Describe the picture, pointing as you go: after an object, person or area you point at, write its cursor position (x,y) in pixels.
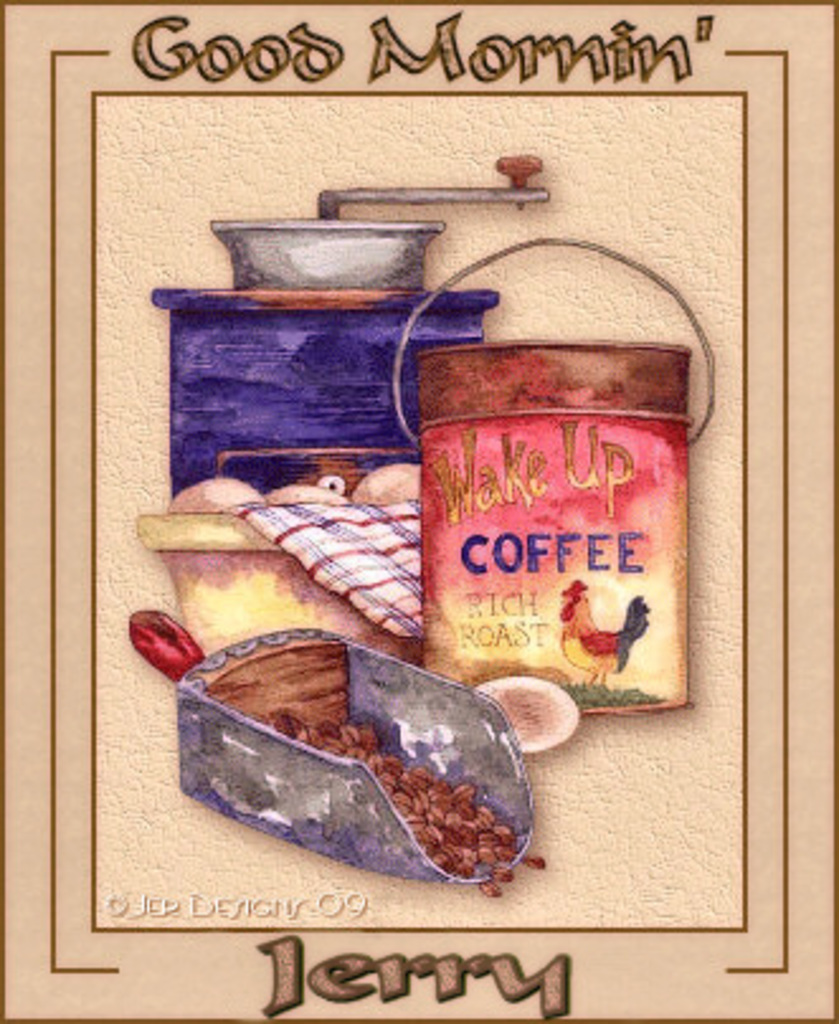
It is an edited image. In the center of the image (469,472) there are some objects (375,391). At top (531,62) and bottom of the image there is some text (356,993) written on it.
